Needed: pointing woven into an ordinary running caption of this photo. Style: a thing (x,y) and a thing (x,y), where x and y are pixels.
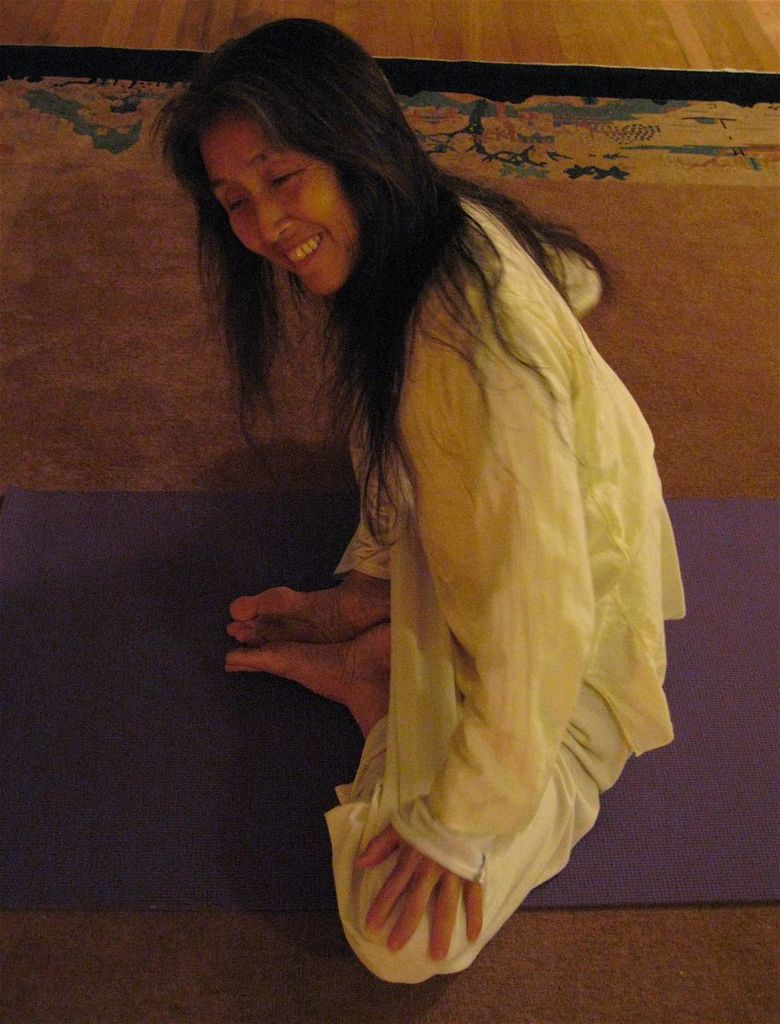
The woman (501,458) in white dress (511,531) is sitting on the purple color sheet (657,771). She is performing yoga. She is smiling. Beside her, we see a brown color carpet (676,256). This picture might be clicked inside the room (19,249).
